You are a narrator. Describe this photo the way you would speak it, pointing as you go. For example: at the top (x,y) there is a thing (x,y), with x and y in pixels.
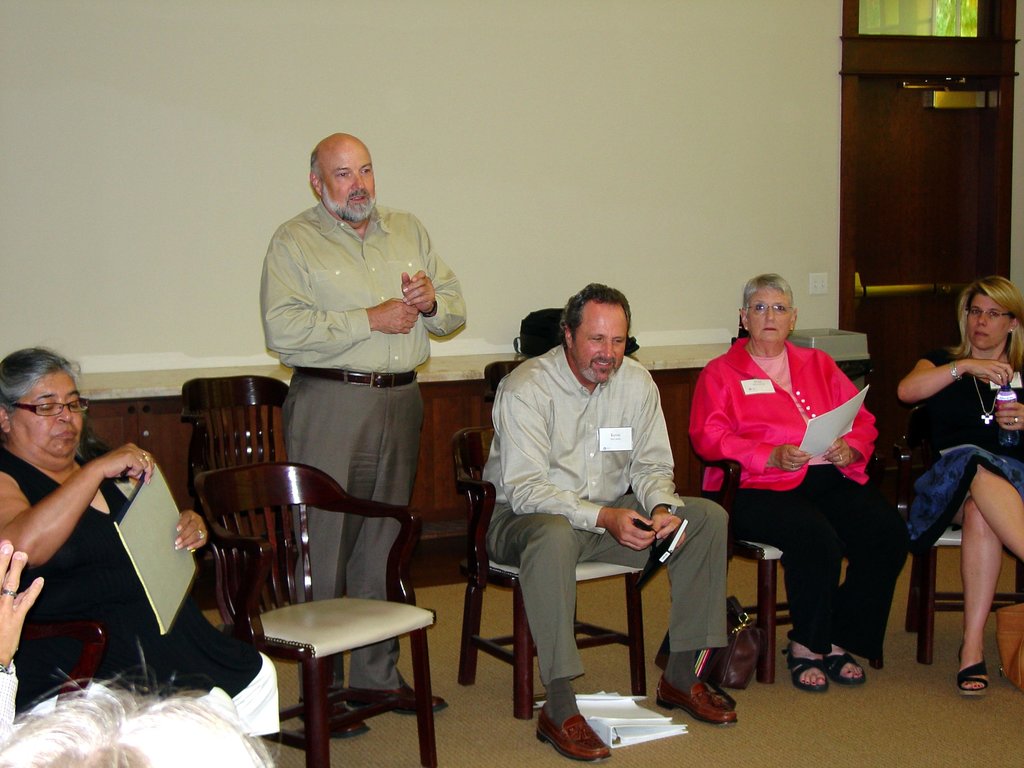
In this image i can see a group of people (108,585) who are sitting on the chair (920,455) among them a person (367,381) is standing in front of a wall (623,122).
